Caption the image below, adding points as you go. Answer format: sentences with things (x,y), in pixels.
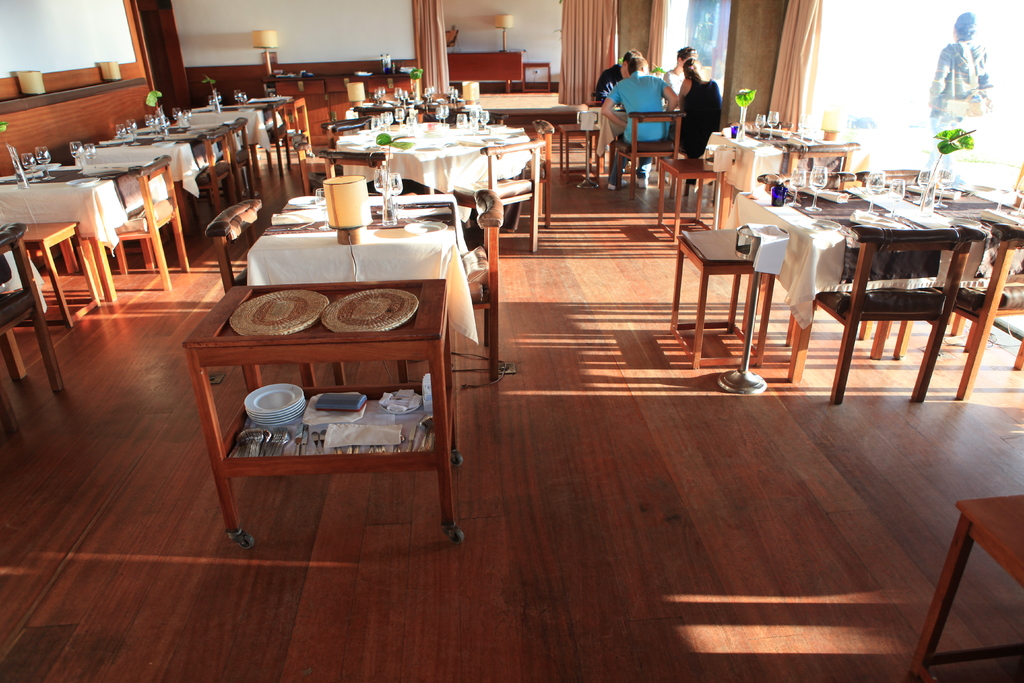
This picture looks like a restaurant (564,289) I can see few tables (300,218), chairs (500,227) and I can see clothes (293,269), few glasses (898,193), plates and napkins (879,222) on the tables (859,235). I can see few people (645,97) sitting on the chairs (647,152) and I can see a trolley table (296,471) with few mats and plates (300,393). I can see curtains (656,26) and few table lamps (504,38) and from the glass (898,102) I can see a human (956,77) walking and looks like a table (977,509) at the bottom right corner of the picture (985,537).
